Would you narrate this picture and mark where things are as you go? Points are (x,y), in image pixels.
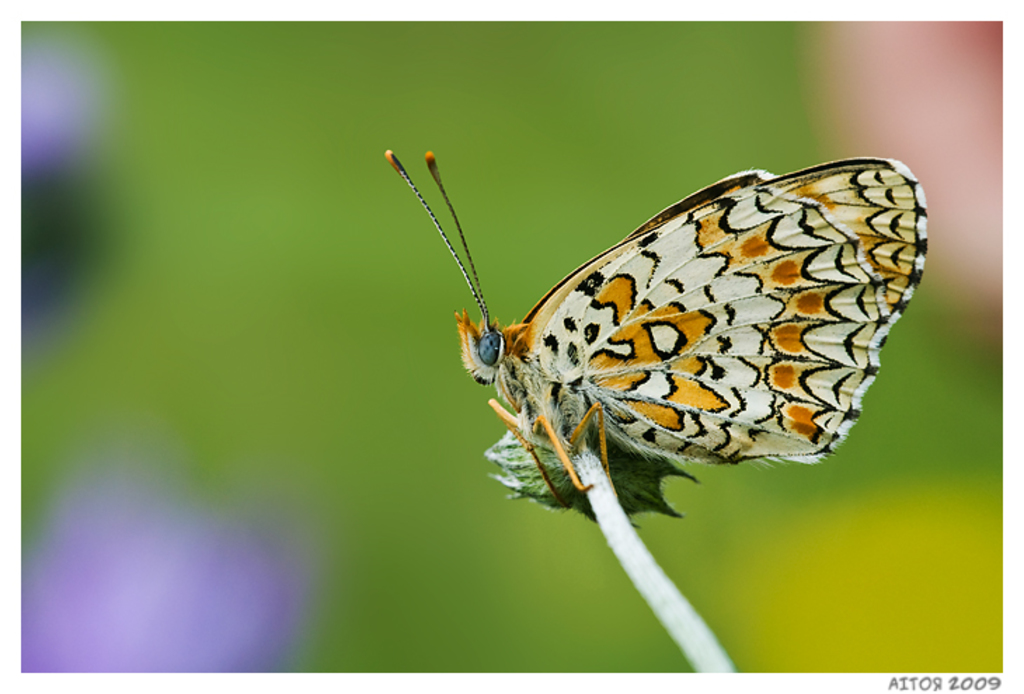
In this image there is a butterfly (698,353) on a stick (602,501). The background (488,177) is blurry.
